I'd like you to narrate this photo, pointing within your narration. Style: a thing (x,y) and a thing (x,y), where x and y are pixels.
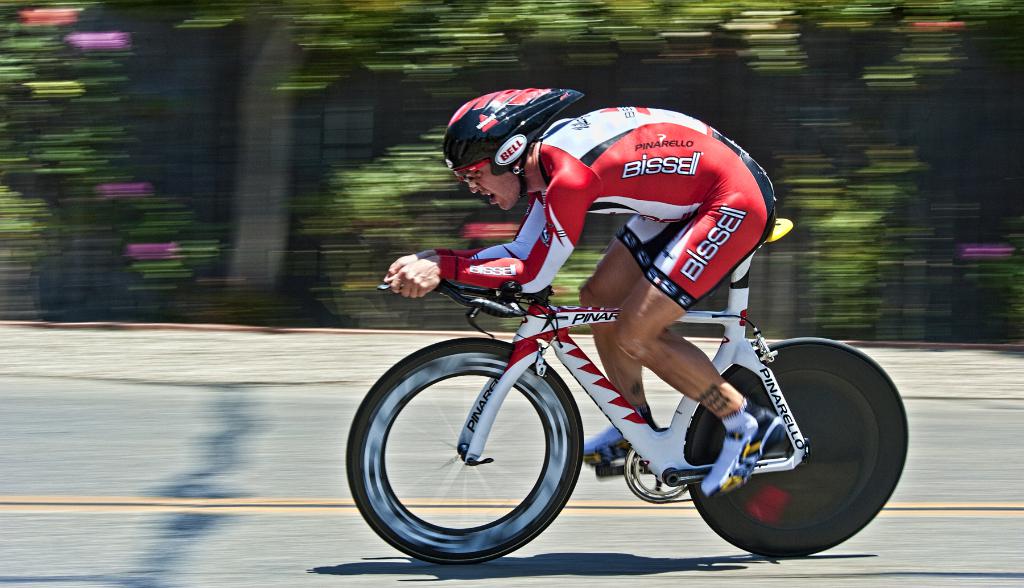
In the center of the image (653,335) we can see a man (621,120) riding bicycle (557,350) on the road (408,490). In the background (219,235) we can see trees (889,237).
